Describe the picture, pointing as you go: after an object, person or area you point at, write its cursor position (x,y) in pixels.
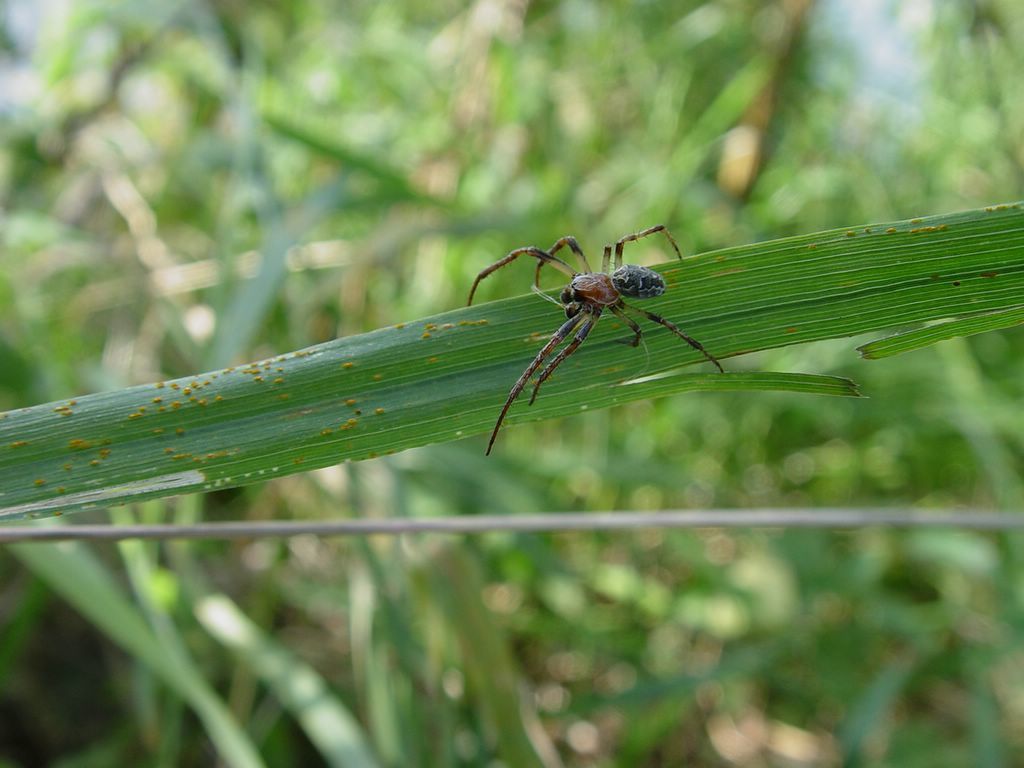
In this I can see an insect (551,347) on the leaf (464,376). I can also see the background (326,149) is green in color.
